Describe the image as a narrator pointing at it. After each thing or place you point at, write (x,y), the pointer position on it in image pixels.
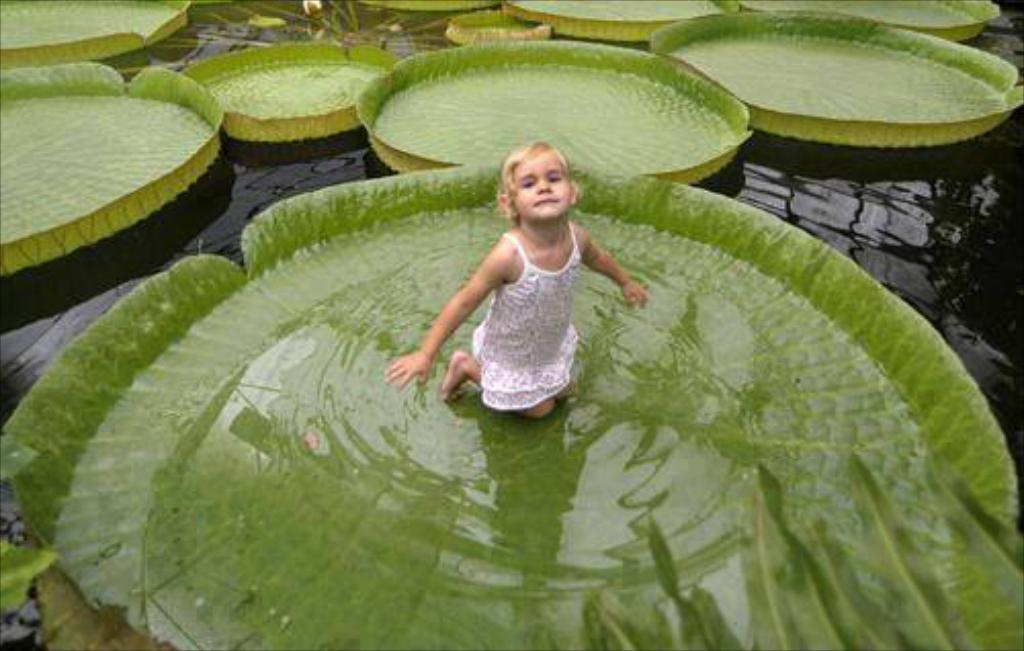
There is a girl (530,330) on a leaf (694,492). On the leaf (534,483) there is water (550,456). In the back (473,79) there are leaves (323,58) on the water (295,176).
